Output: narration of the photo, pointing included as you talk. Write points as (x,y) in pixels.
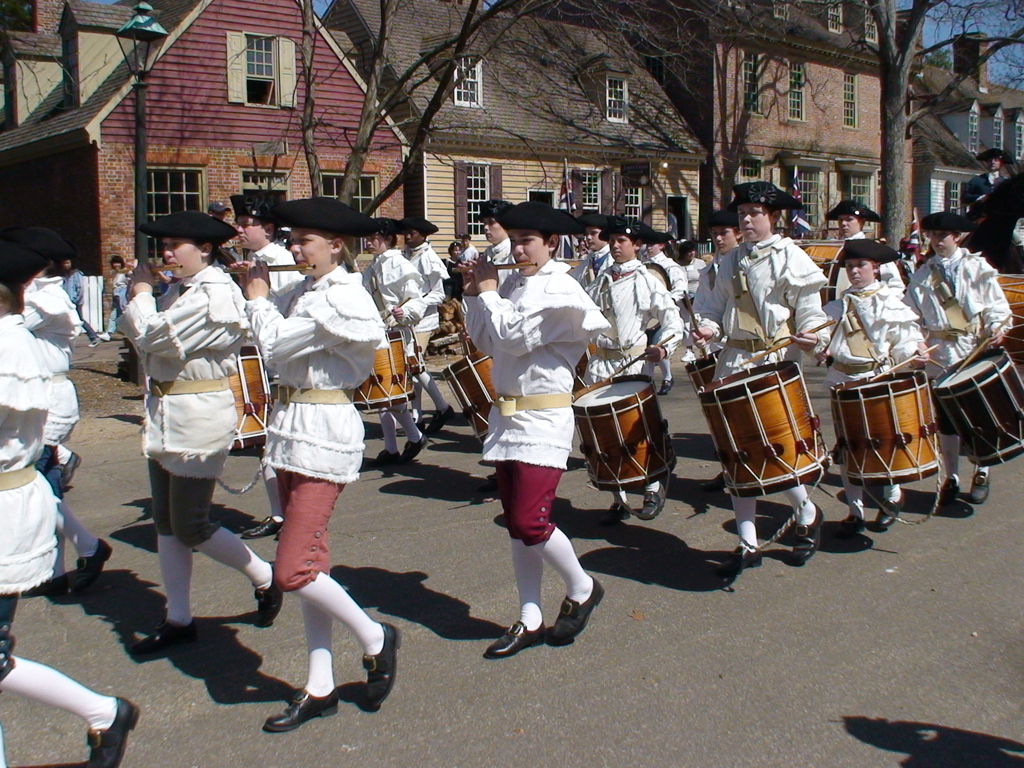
There is a group of people (754,362) who are dressed in white and playing a snare drum (636,383) with drum sticks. Here we can see a house (268,58) and trees (890,116).
